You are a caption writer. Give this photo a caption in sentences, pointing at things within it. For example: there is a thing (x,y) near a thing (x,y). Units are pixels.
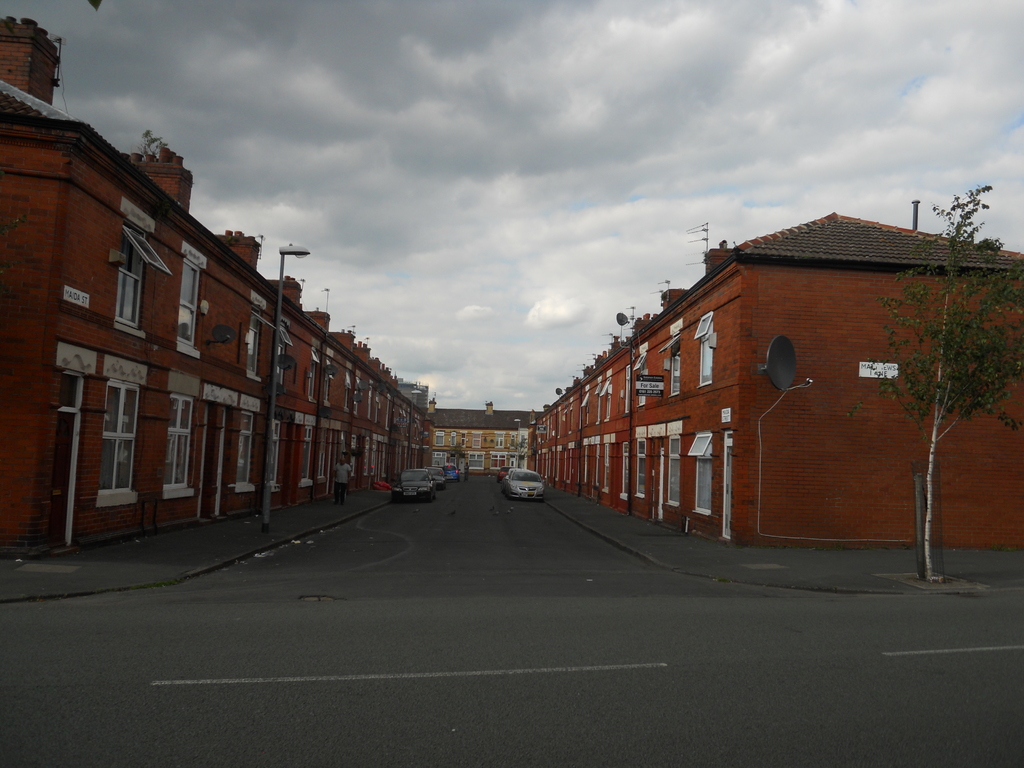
This picture is clicked outside. On both the sides we can see the buildings (608,384). On the left (275,331) we can see a person (340,482) and a lamp post (303,251). On the right (936,357) we can see a tree (917,353). In the center (522,472) we can see the group of vehicles (505,479). In the background (522,296) we can see the sky (531,191) which is full of clouds (540,141) and we can see some other objects (525,413).
